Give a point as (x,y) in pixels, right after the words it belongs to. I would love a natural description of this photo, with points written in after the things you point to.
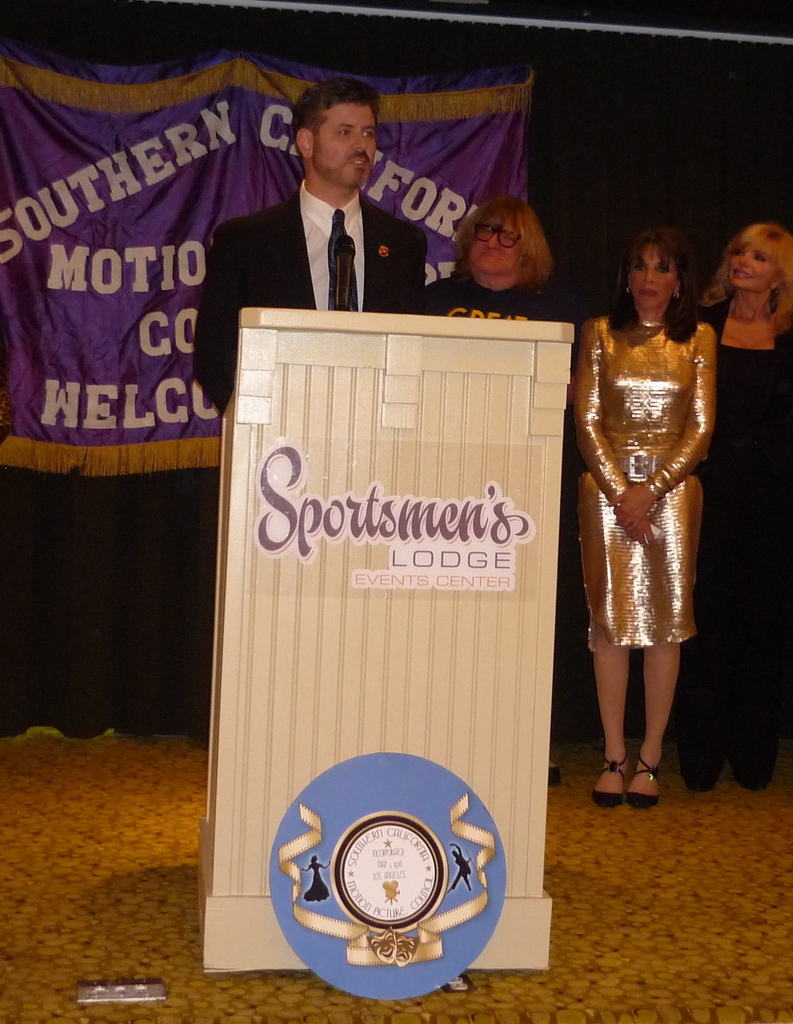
In the center of the image (444,456) there is a person (364,204) standing near a podium (378,614). In the background of the image (592,389) there are people (619,364). There is a banner (401,83) on the black color curtain (699,126). At the bottom of the image (281,988) there is carpet (693,992).
